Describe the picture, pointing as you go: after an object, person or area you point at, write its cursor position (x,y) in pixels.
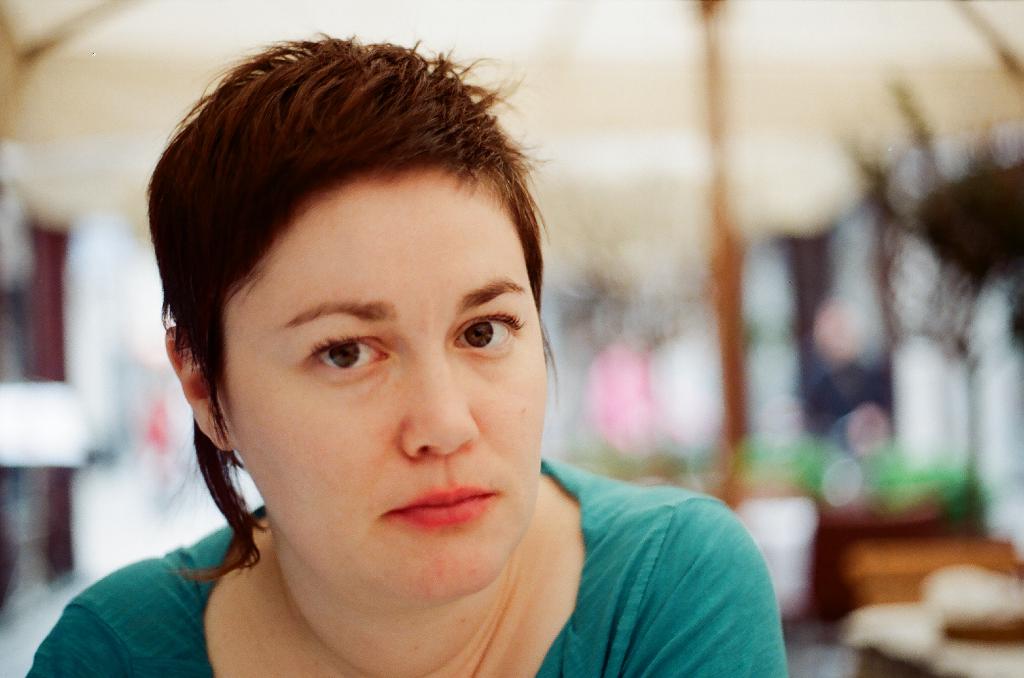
In the front of the image (389,305) I can see a person's face (440,495). In the background of the image (655,433) is blurred.
